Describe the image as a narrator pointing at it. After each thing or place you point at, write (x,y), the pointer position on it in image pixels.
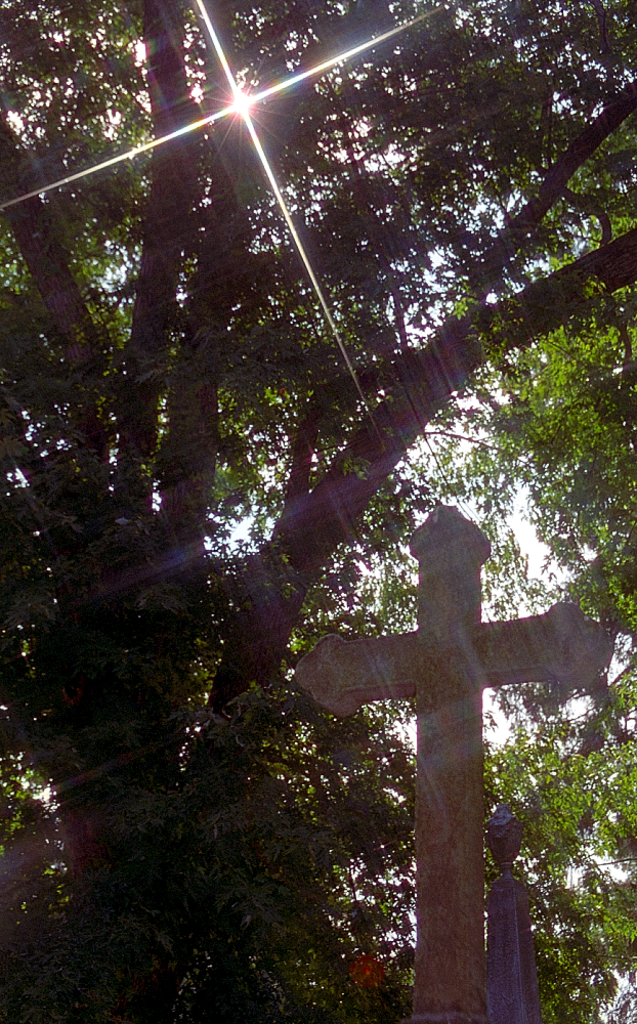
In this image in the foreground (424,651) there is one cross (414,654), and in the background (260,486) there are some trees (289,454) and sky (471,505).
